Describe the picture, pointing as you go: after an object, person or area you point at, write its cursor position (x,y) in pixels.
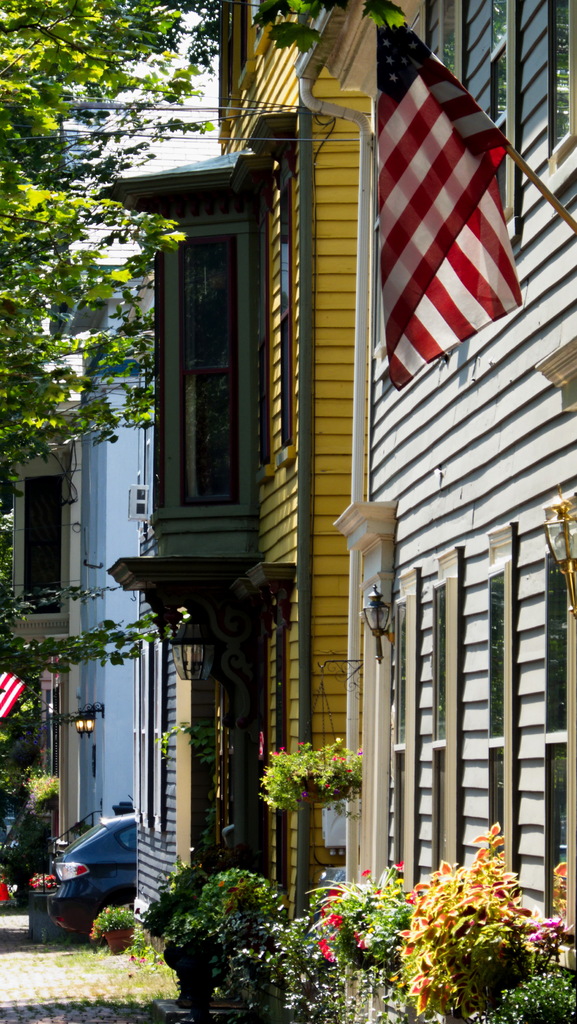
In the center of the image (326,479) we can see buildings (119,433), branches (78,208) with leaves (83,304), plants (514,964), lamps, one vehicle (126,821) and a few other objects (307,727).
